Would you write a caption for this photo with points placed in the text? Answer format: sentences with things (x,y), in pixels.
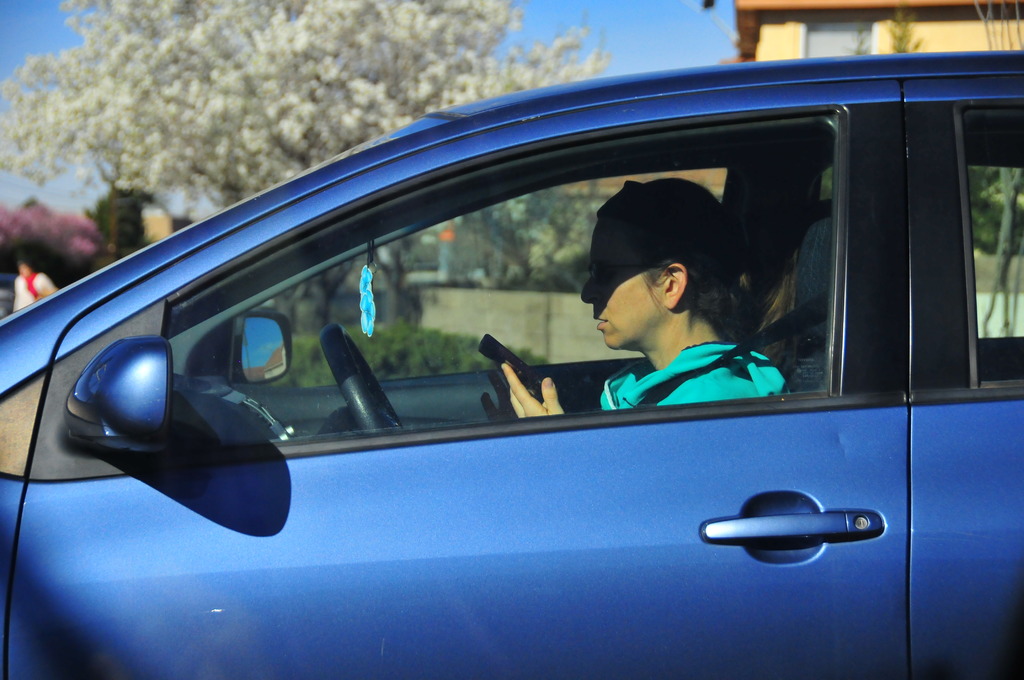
In this image there is a blue color car (475,279). There is a woman (697,349) sitting inside the car (586,405) is holding a mobile (502,357). In the background (333,108) there is a tree (387,55), building (854,40) and the sky (667,28).
